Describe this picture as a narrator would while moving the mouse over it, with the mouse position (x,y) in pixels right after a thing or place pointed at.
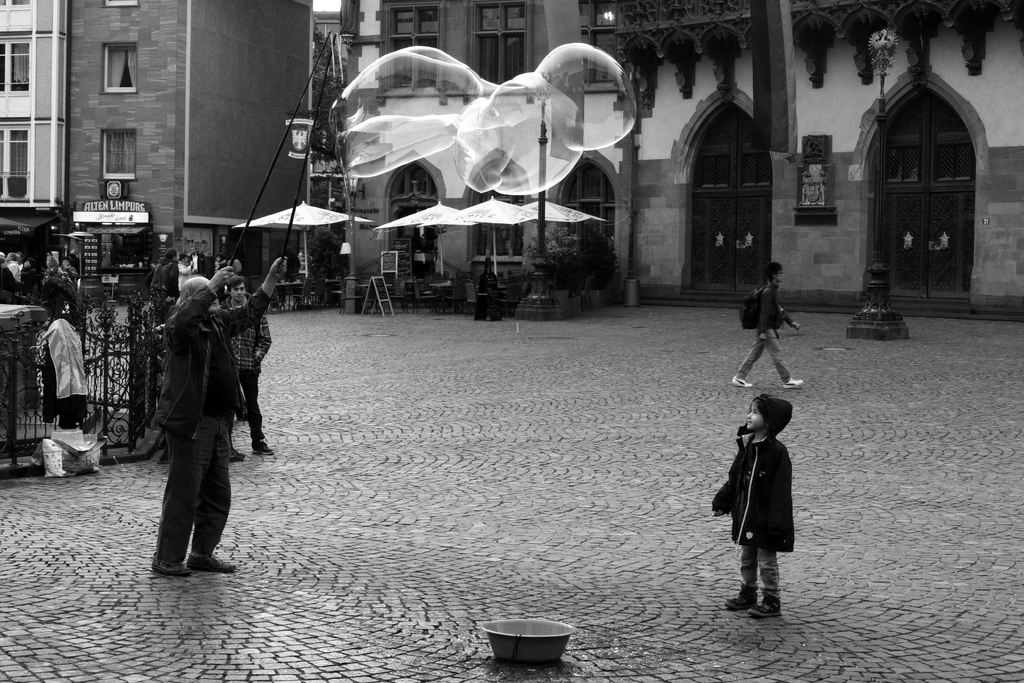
In this image, we can see few buildings (44,258), walls (512,259), doors (970,220) and few people (750,355). Few are standing and holding some objects (231,264). Here a person (767,350) is walking and wearing a backpack (745,315). At the bottom (560,642), we can see a bowl (513,637). Left side of the image (103,367), we can see grills (122,361), stall (118,254), banner (101,221). Background (276,217) we can see umbrellas (450,218), rods (440,254), plants (561,284), pole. Top of the image (390,129), we can see a big bubble (435,117).
